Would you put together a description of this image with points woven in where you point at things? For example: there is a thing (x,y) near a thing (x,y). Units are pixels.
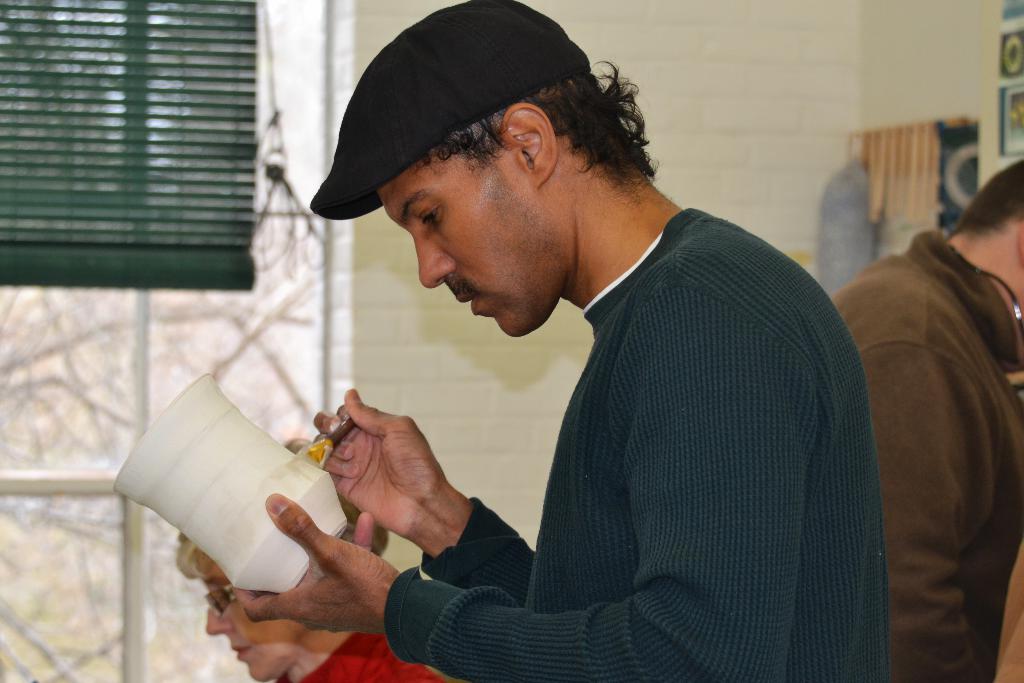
There is a person (508,203) wearing cap (395,95) is holding a brush (341,426) and a pot (211,479). In the back (265,643) there are other people (899,444). Also there is a window (188,306) with curtain (222,179). And there is a wall (749,112) in the background (749,112).
